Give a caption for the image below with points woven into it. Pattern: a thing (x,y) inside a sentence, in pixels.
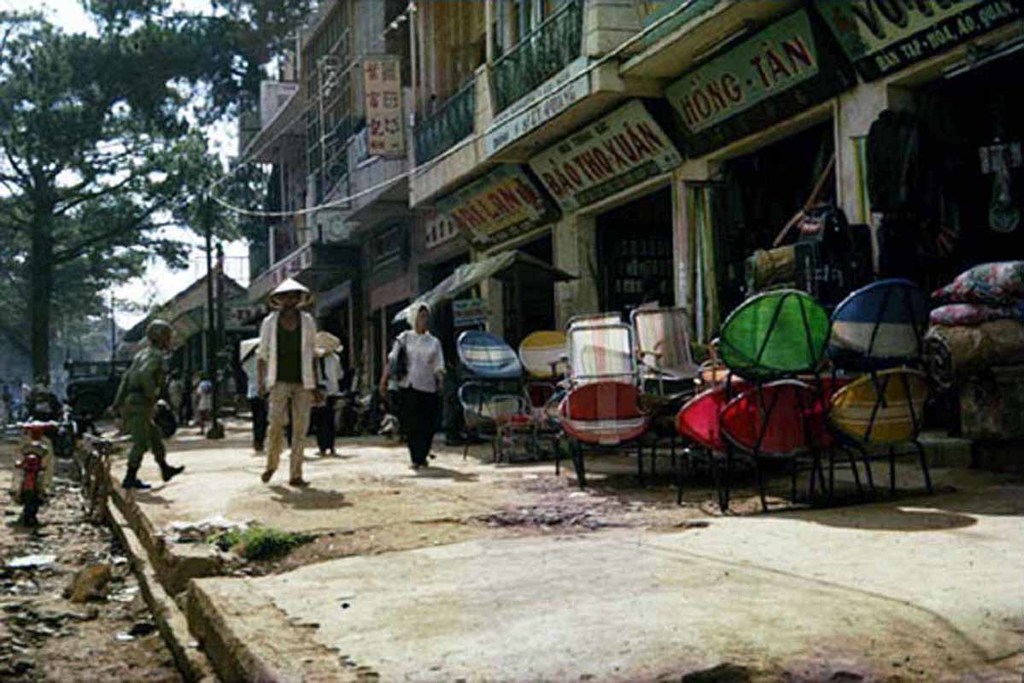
In this image, we can see few people (248,399). Few are walking. Here we can see chairs (551,382), some objects (803,238), hoardings (427,225), buildings (738,152), railings (533,76), trees (228,202). Background (134,293) there is a sky (149,301).
